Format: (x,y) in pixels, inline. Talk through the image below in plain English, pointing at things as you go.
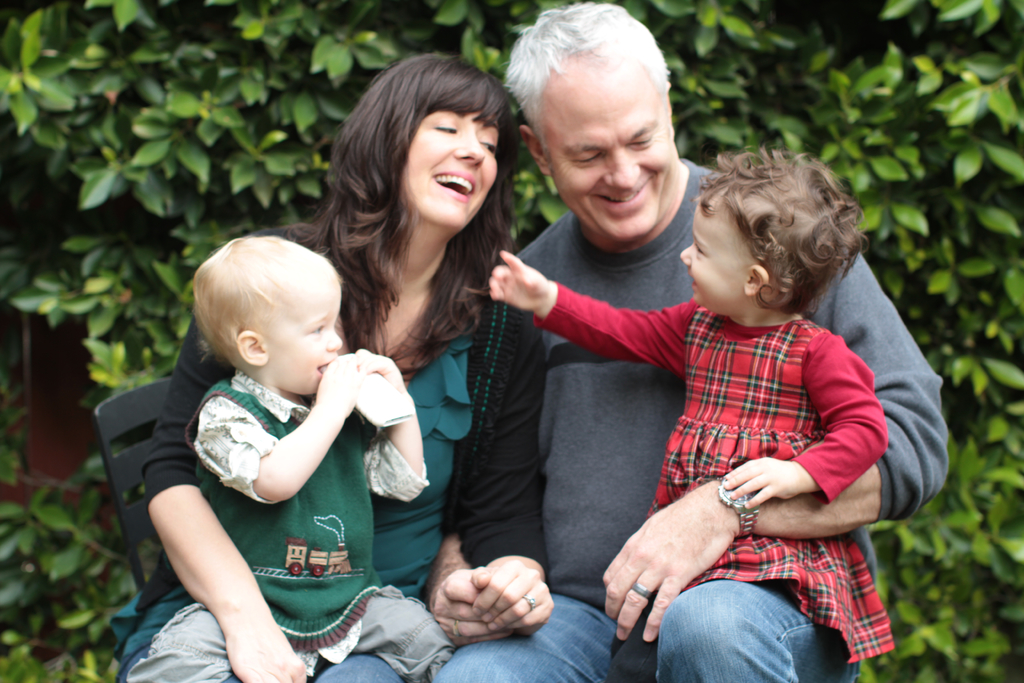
In this image in the center (372,296) there is one man (557,143) and one woman (435,536) who are sitting and they are holding babies (756,440), and in the background (287,125) there are some plants (1002,401).
